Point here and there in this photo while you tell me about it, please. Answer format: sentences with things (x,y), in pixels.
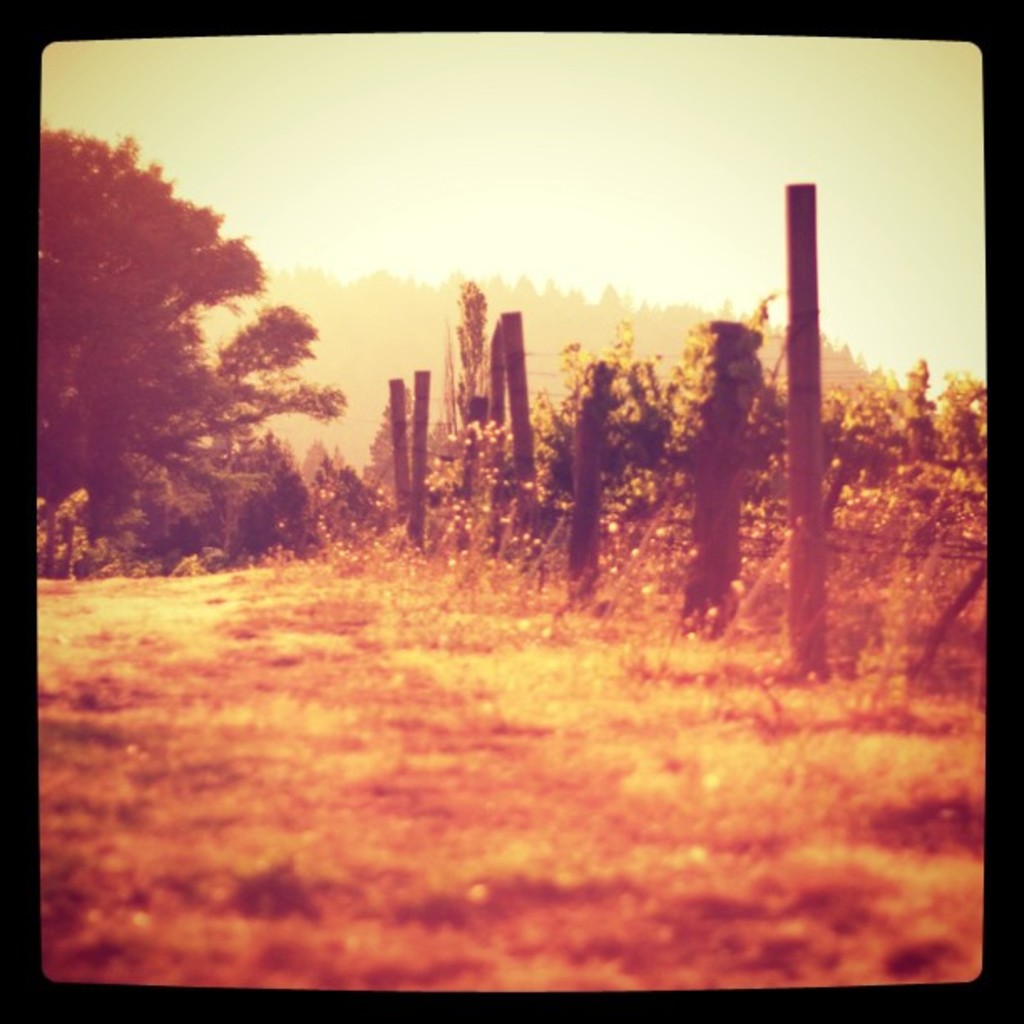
At the bottom of the image (370,779) on the ground (440,902) there is grass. There are fencing poles (815,472). Behind the poles (706,442) there are plants (778,425). In the background (80,247) there are trees (133,386). There is a black border (58,28) to the image.
